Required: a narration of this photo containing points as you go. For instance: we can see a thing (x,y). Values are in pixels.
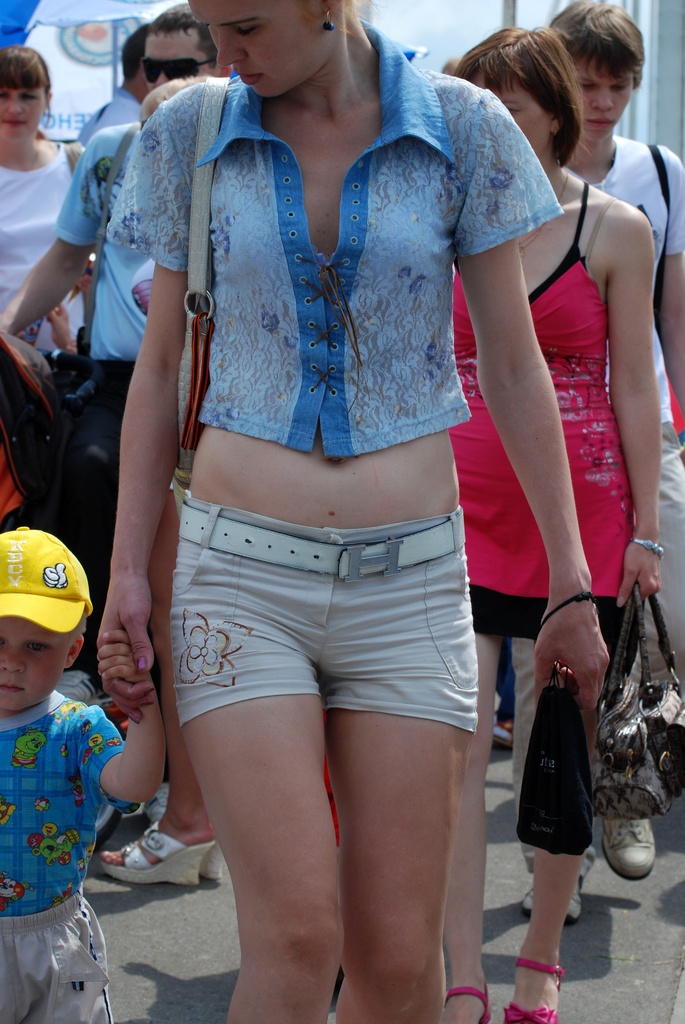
In this image I can see people (411,232) among them this woman (406,522) is holding an object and a child's hand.
